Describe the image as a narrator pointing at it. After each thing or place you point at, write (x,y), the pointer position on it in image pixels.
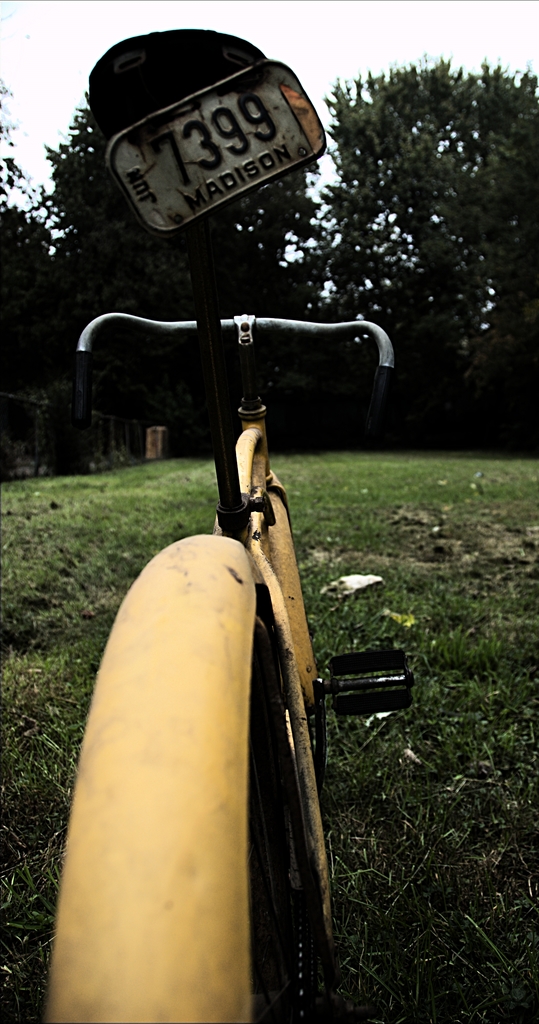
It is a cycle (285,777) which is yellow color and this is the grass (434,523). In the middle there are green trees (238,422).
